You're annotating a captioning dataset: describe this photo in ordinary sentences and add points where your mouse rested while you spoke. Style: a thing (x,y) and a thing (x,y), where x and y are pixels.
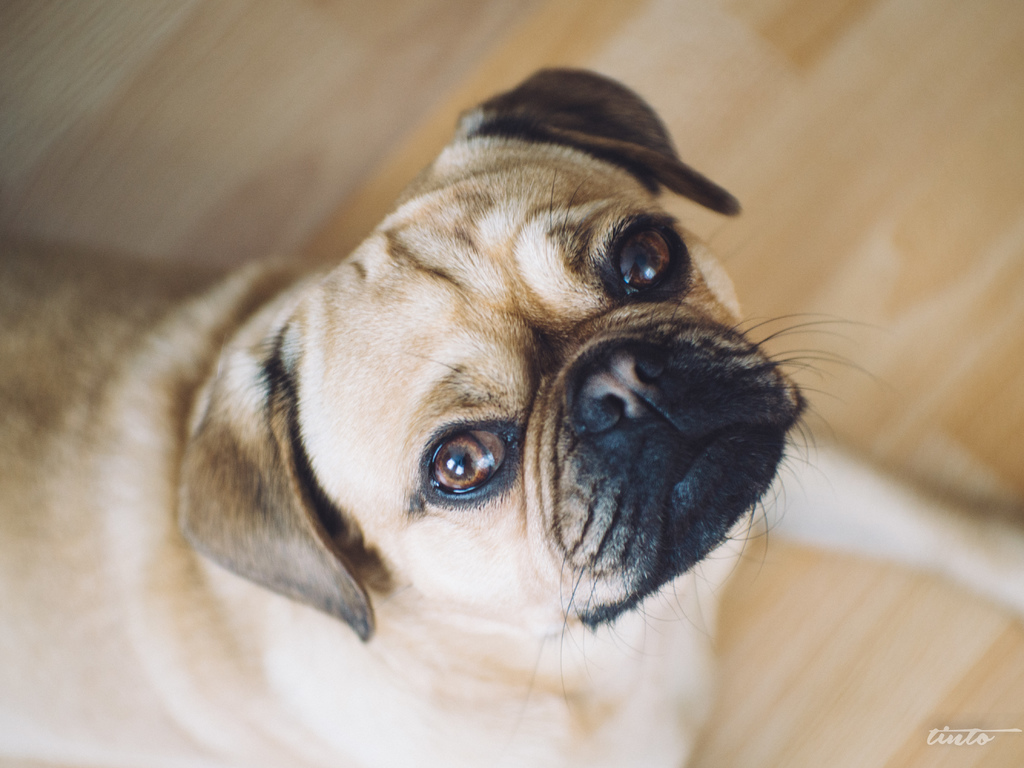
In this image I can see a dog (258,399) on the floor (830,611) and it is looking at the picture.
